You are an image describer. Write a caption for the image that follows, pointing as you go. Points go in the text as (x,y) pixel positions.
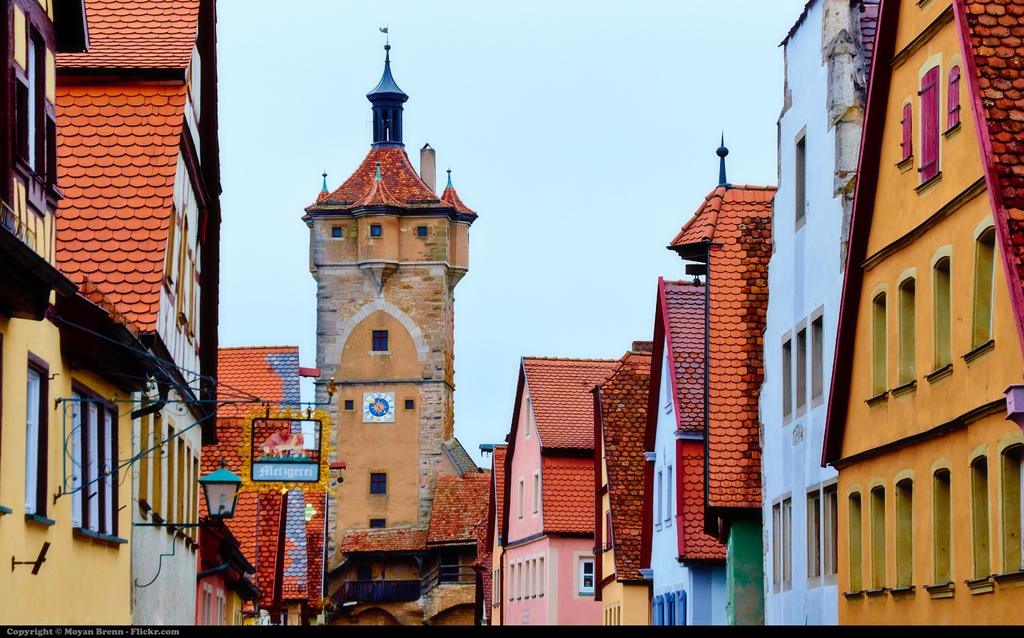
In this image, we can see buildings (521,505), walls (53,541), windows (971,471), light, railing (383,583), board (317,474), clock (373,420) and wires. Background (566,238) we can see the sky (565,205). At the bottom of the image (545,627), we can see the black color and text (120,629).
